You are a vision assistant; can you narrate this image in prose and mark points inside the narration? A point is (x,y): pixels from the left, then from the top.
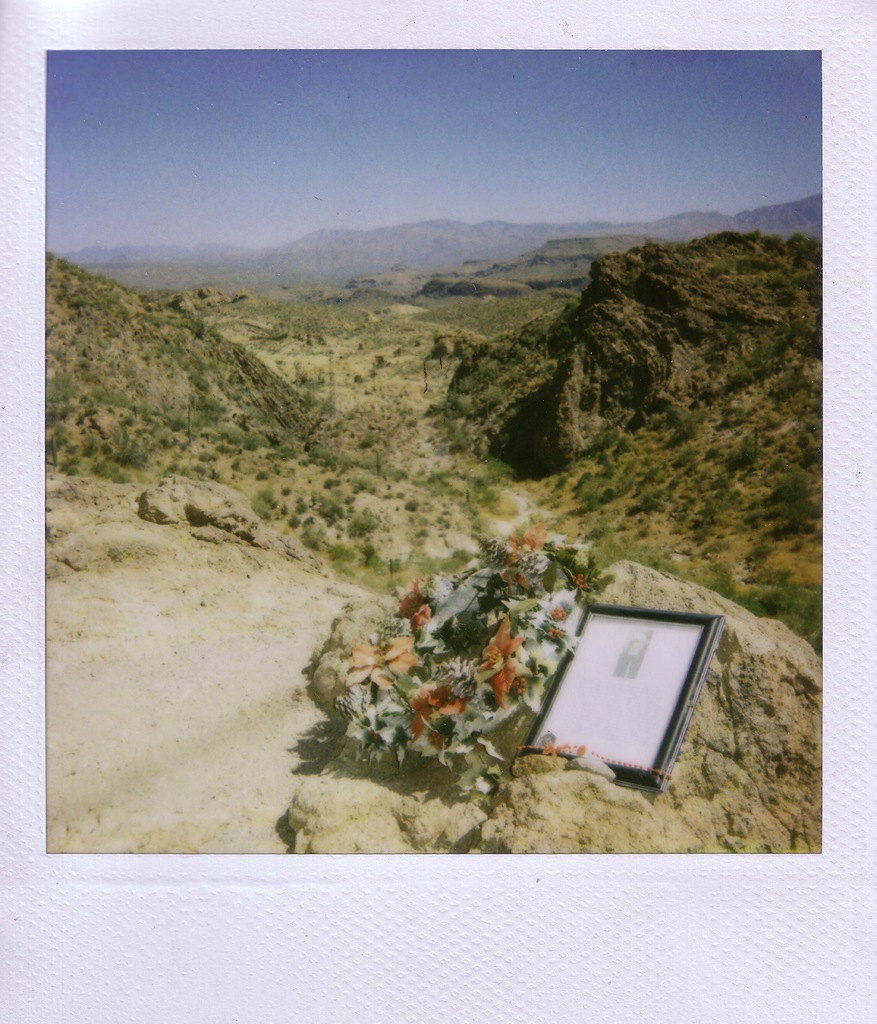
This image looks like a photo frame (789,957) in which I can see a board (629,726), trees (322,515), mountains (328,423) and the sky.
